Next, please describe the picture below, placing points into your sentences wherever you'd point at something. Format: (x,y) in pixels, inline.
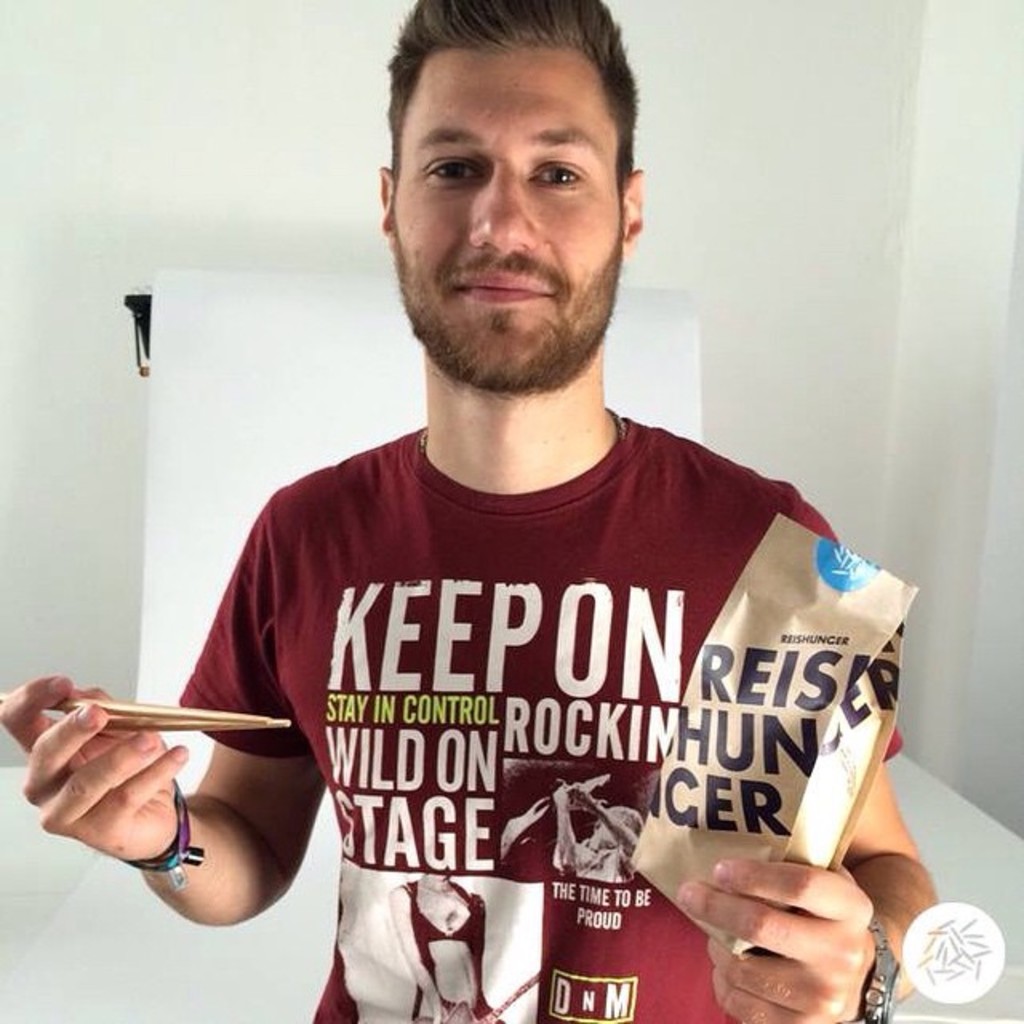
In this picture we can see a man (585,767) is holding a paper bag (750,815) and chopsticks (161,727), he wore a t-shirt (315,673) and a watch (887,976), in the background (851,90) there is a wall (792,123), we can see some text (486,721) on this t-shirt (486,726), at the right bottom (967,940) it looks like a logo (922,965).
